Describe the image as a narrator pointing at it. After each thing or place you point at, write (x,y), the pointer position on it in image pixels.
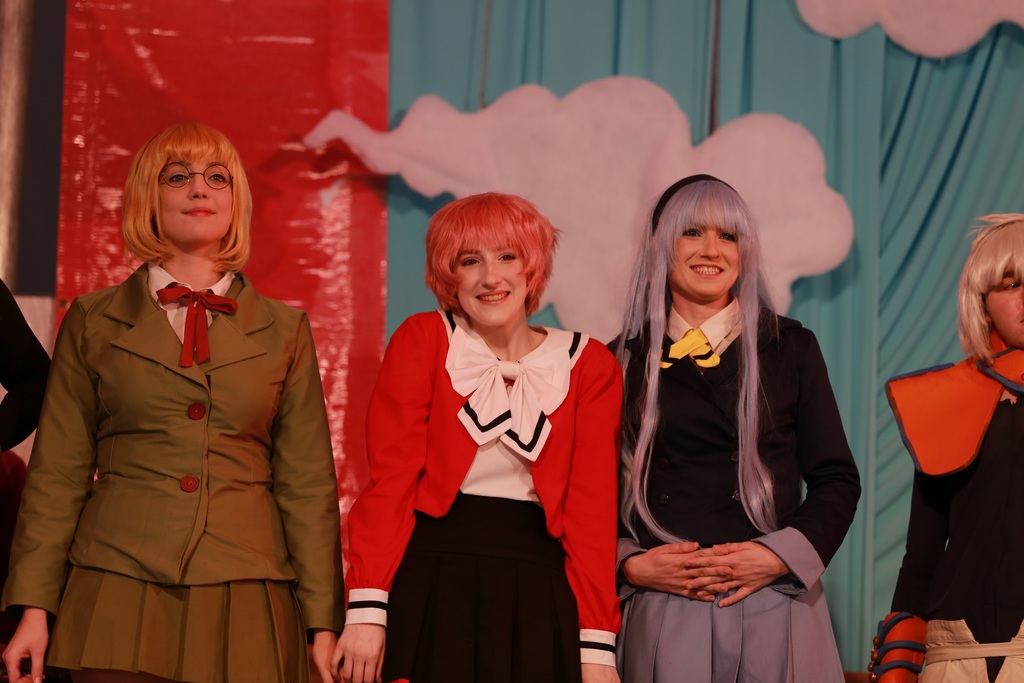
In the picture we can see four women (223,490) are standing in a different costumes (414,368) and they are smiling, in the background (918,191) we can see a curtain (439,69) which is blue in color which is decorated.
